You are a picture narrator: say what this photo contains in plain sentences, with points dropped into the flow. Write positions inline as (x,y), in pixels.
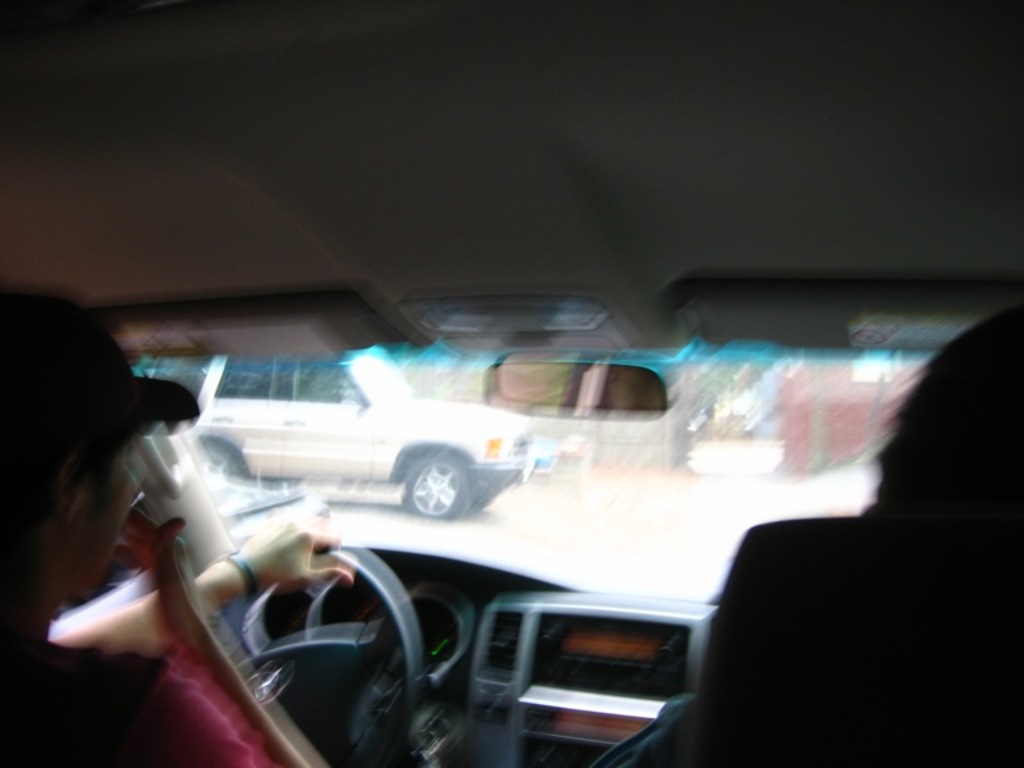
It is a blur image, the picture is captured from inside a car (447,596), there is a person (130,611) sitting in front of the steering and beside him there is another person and in front of the car (660,645) there is another vehicle (409,423).
